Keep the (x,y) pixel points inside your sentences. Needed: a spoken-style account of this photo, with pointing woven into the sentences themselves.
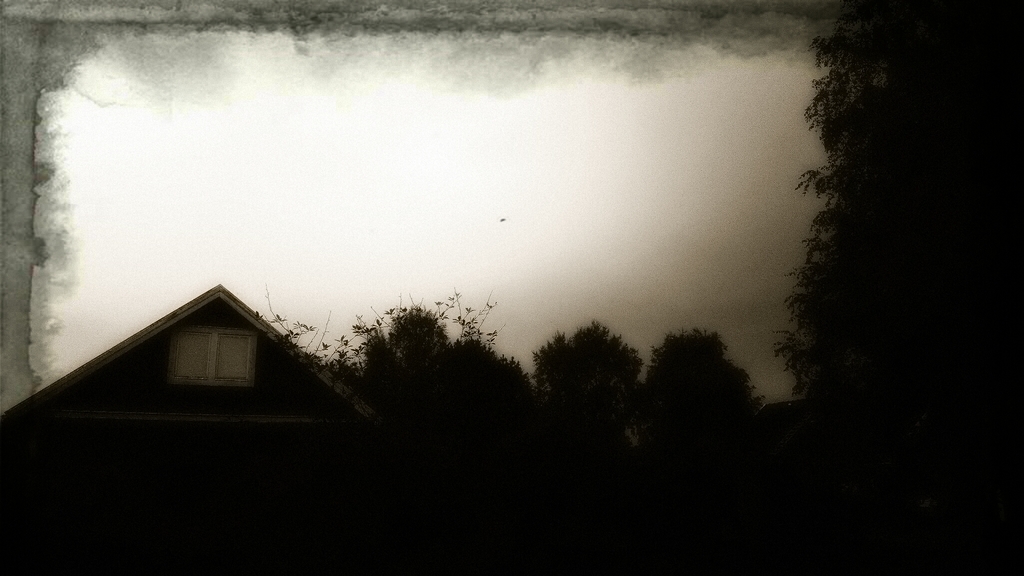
This is a black and white picture. In the foreground of the picture (615,397) there are trees (541,390) and a house (209,401). In the center of the picture (480,222) it is sky (480,202). This is an edited image.
